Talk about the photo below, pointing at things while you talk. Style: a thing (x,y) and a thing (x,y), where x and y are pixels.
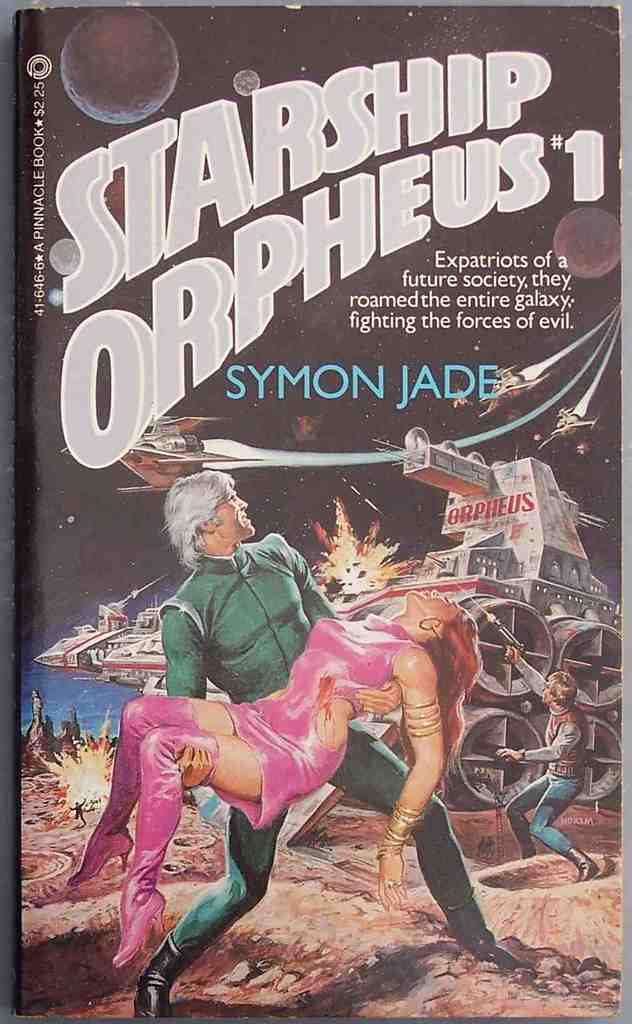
In this picture we can see a book (342,354), in this book (287,397) we can see people (457,733), spaceships (162,671) above the ground (603,884) and text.
